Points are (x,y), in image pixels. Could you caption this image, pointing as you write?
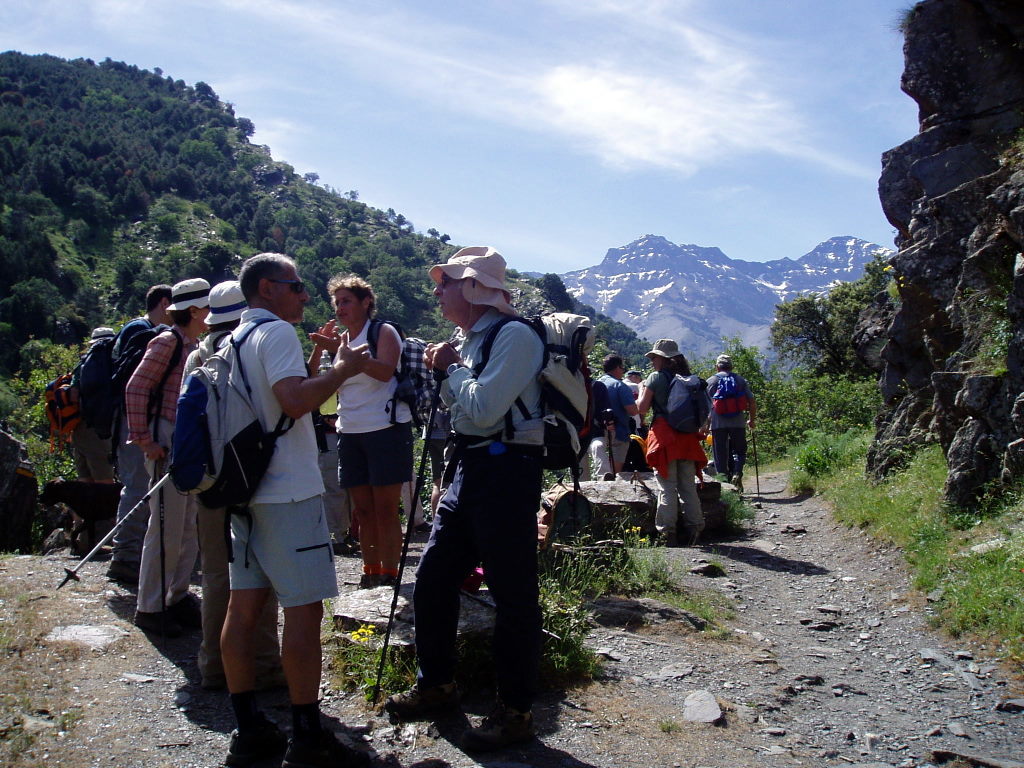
There is a group of people (458,471) standing as we can see trees (831,389) and mountains (758,345) in the background (633,340). The sky (550,204) is at the top of this image (585,153).
